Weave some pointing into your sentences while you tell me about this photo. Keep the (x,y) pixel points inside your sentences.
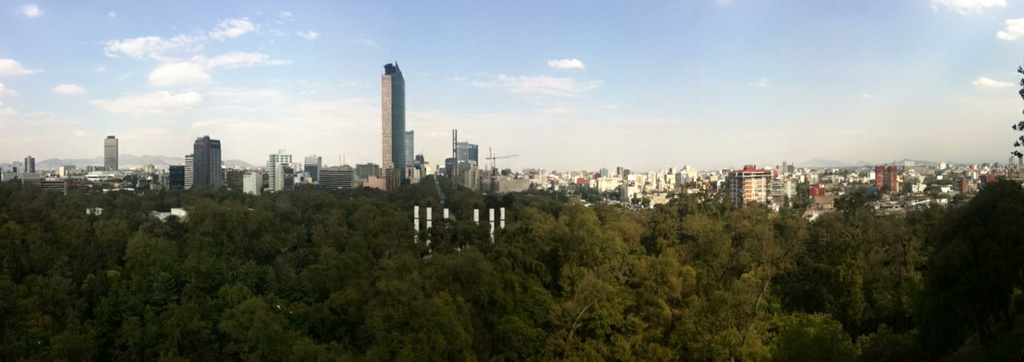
In this image we can see there are so many buildings (275,158), trees (100,347) and in the background (541,106) there is the sky (733,114).
